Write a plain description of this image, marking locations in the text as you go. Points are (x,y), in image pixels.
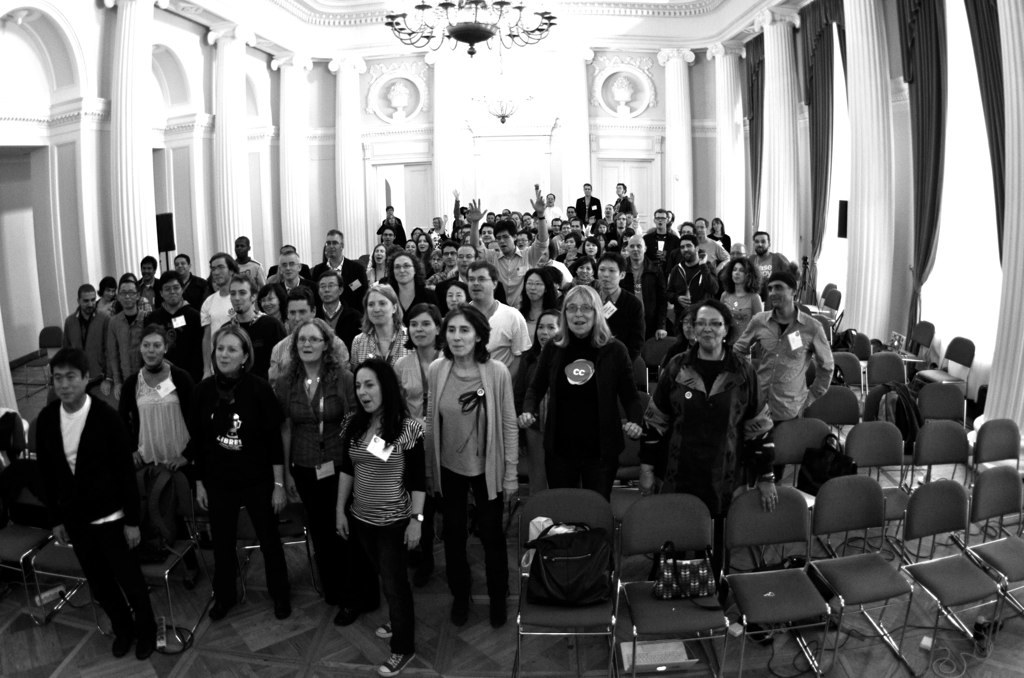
This image is a black and white image. This image is taken indoors. At the bottom of the image (232,652) there is a floor (310,646). In the middle of the image (488,314) many people (426,370) are standing on the floor (270,646) and there are many empty chairs (565,623) with a few handbags (674,574) on them. In the background (360,148) there are a few walls (376,149) with pillars (137,220) and carvings (607,108). There are a few windows (947,228) with curtains (917,107). There are a few niches (181,101). At the top of the image (410,17) there is a ceiling (642,8) with a chandelier (461,27).
